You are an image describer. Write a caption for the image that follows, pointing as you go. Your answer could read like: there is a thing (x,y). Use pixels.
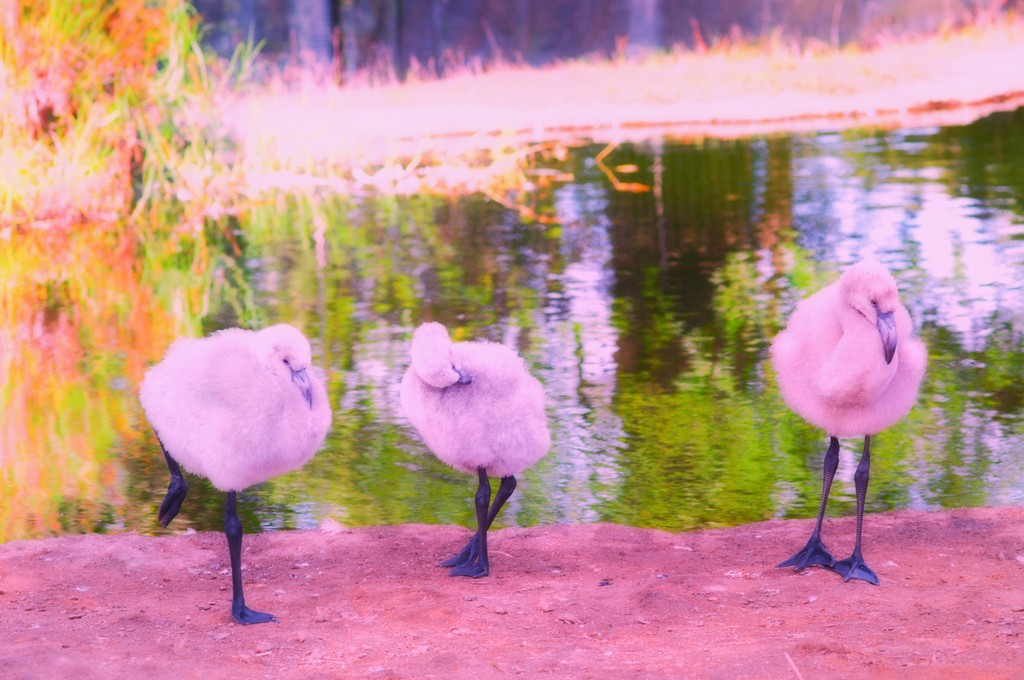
In the picture I can see pink color birds (497,453) standing on the ground (562,549). In the background (536,319) I can see the water (555,249), the grass (180,15) and other objects (421,53).
